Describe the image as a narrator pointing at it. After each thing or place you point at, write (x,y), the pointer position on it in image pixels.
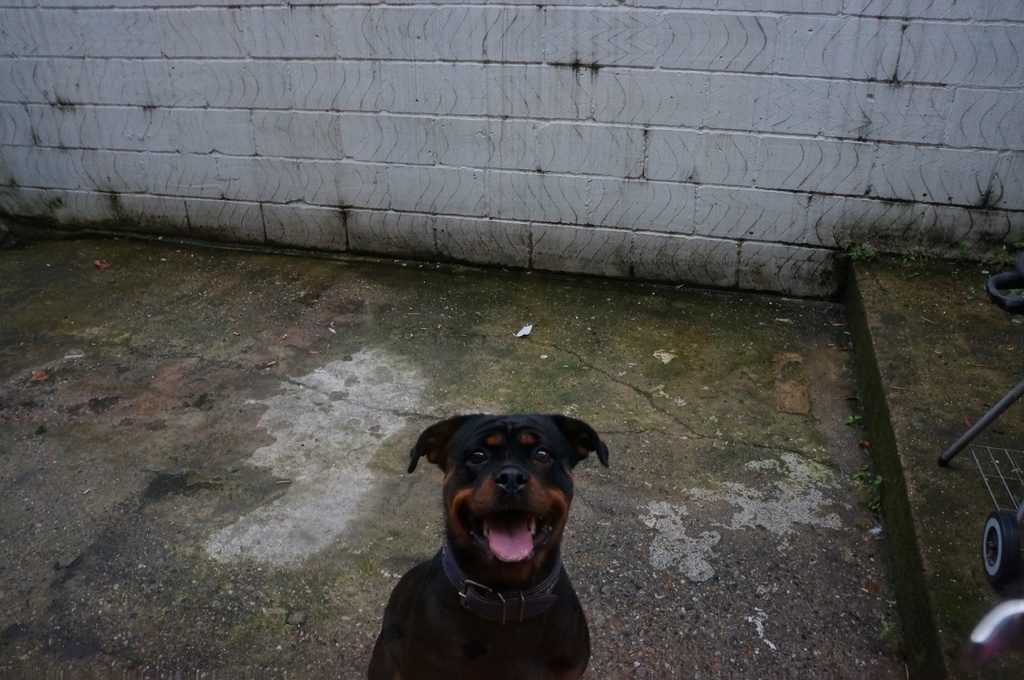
This image is taken outdoors. At the bottom of the image (750,583) there is a floor (264,371). In the background (351,84) there is a wall (674,139). On the right side of the image (1004,398) there is an object (985,448) on the floor (981,584). In the middle of the image (503,416) there is a dog (538,533).
